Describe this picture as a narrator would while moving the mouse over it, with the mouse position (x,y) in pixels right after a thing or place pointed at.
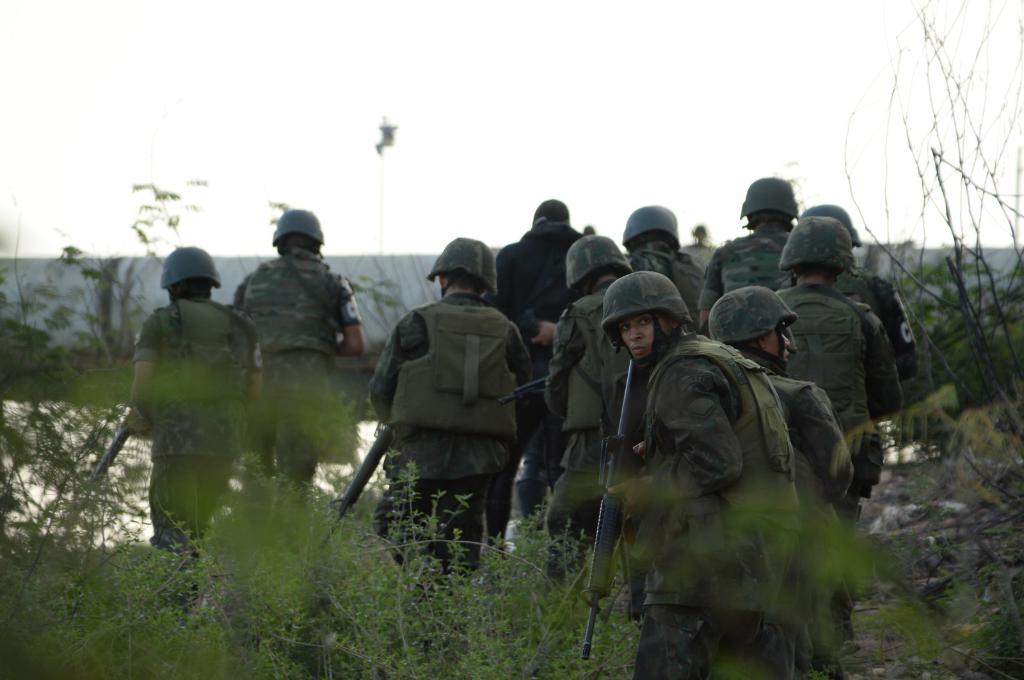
In this image I can see a group of people (589,383) are walking on the ground (525,545) and are holding guns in their hand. In the background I can see plants (491,566), water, a wall (396,272) and the sky (711,26). This image is taken may be during a day.
